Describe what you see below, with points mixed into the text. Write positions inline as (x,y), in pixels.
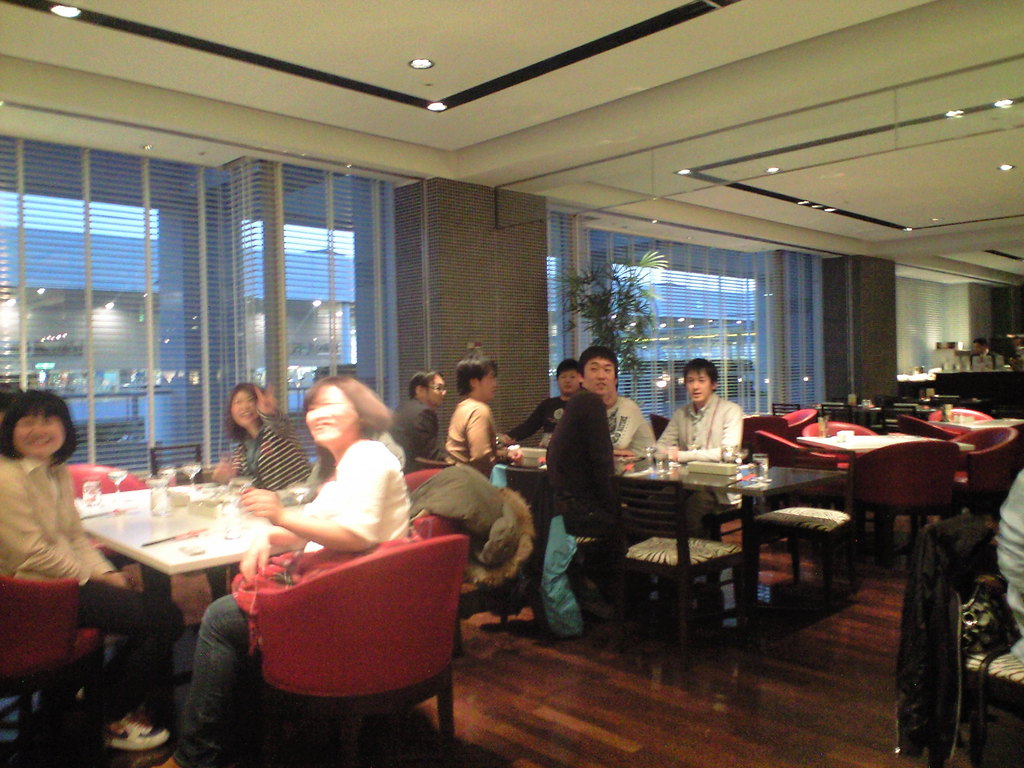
It looks like a restaurant (584,567), group of people (599,486) are sitting around the table (163,551) there are lot of glasses (306,492) on the table (151,547) in the background (599,288) there is a small tree (616,332), window (650,335), outside the window (289,308) there are some other buildings (186,326).
